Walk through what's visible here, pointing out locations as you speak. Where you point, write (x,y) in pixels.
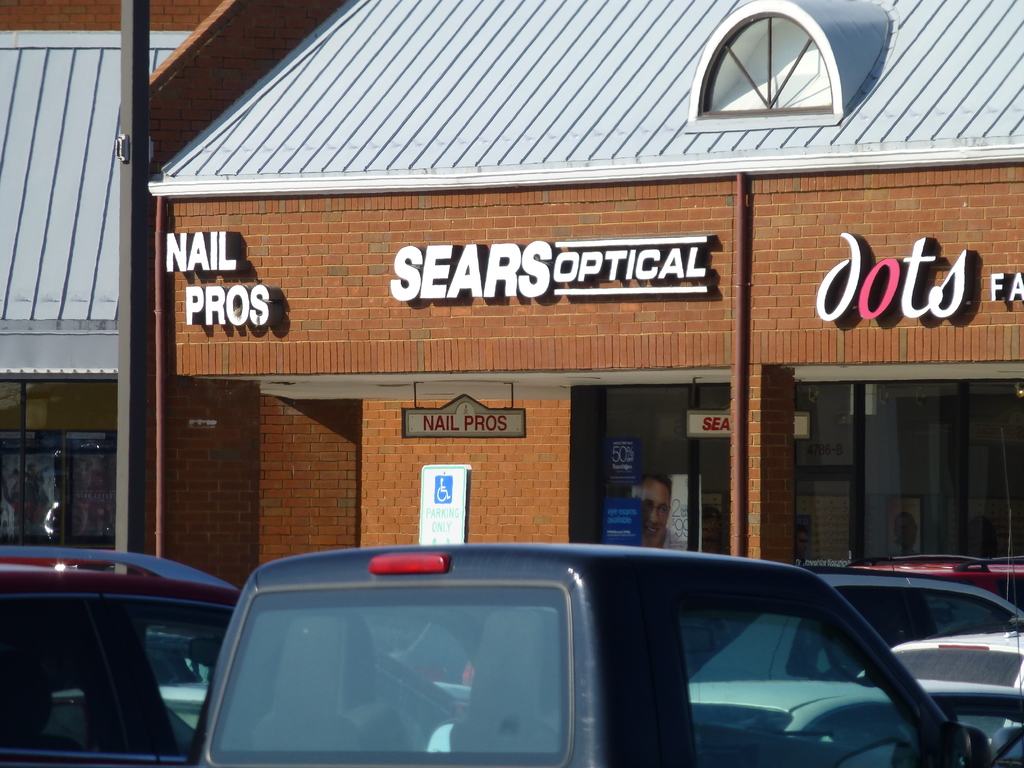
It looks like a store (655,342) in the middle (602,354), few cars (527,639) are parked in the down side of an image.
